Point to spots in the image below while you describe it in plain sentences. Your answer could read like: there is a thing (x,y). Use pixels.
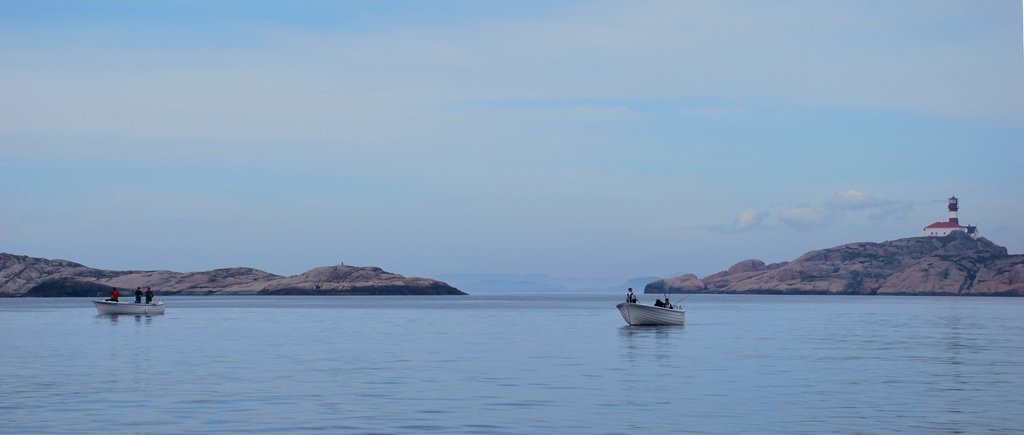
In the picture we can see some persons (114,295) sitting in boats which are sailing on water (500,312), in the background of the picture (226,271) there are some mountains (225,289) and clear sky (961,193), on right side of the picture (957,208) there is house (953,226).
